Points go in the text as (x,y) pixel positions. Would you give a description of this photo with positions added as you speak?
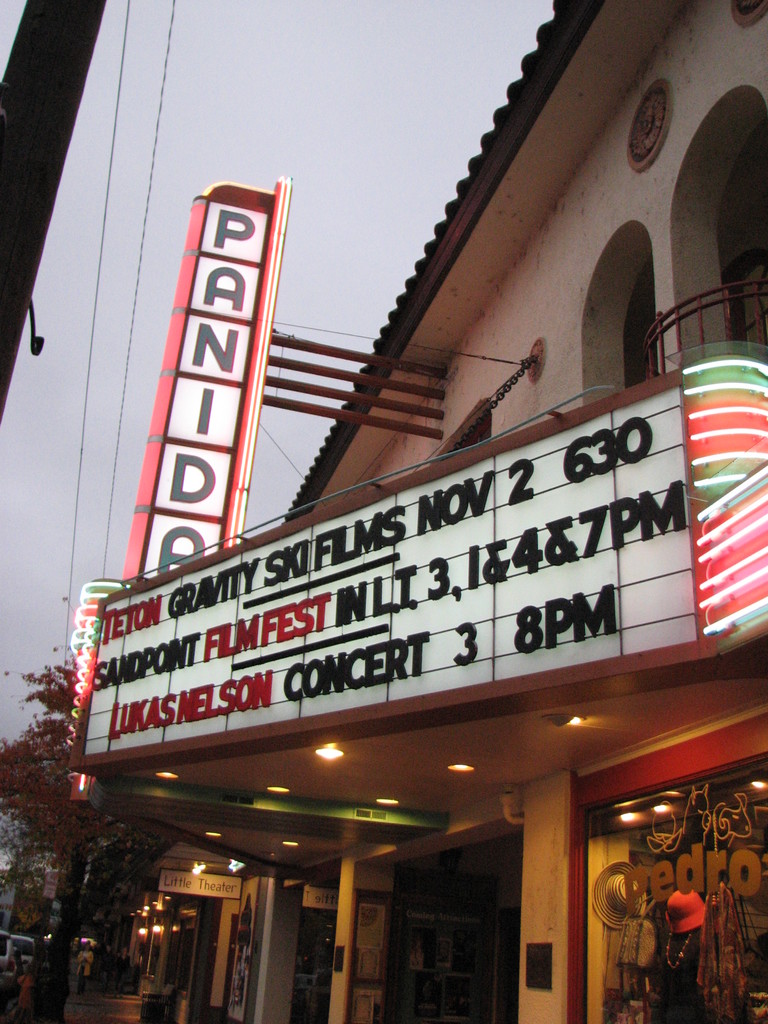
In this image I can see a building (502,364) which is cream in color, few boards (196,643) and few lights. In the background (31,562) I can see few trees (121,844), few lights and the sky (356,81).
